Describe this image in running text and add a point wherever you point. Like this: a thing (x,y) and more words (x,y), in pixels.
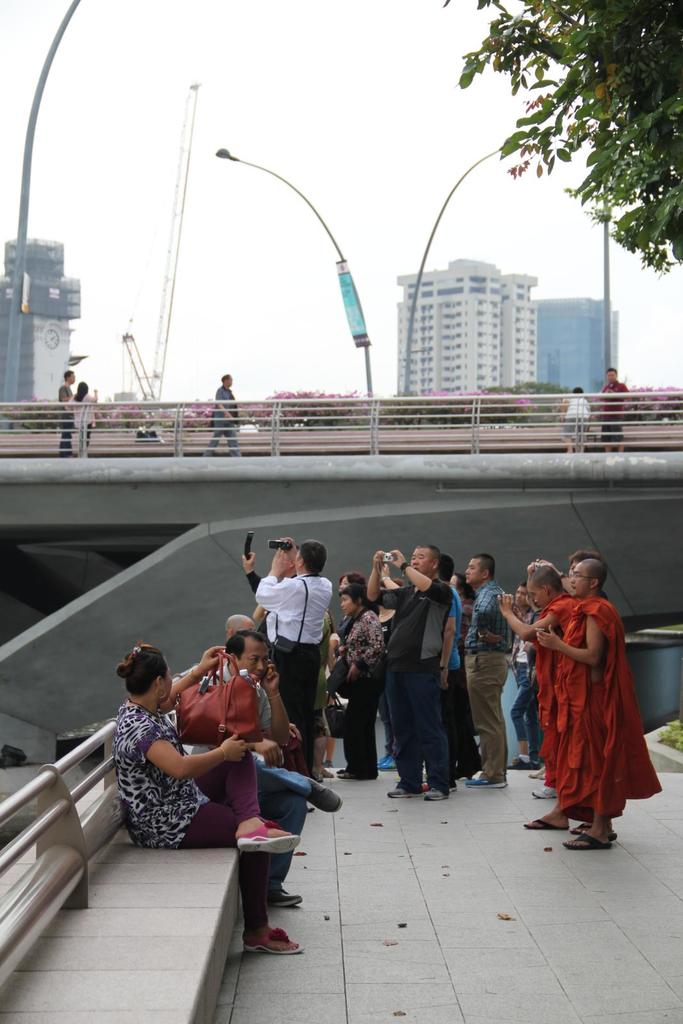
In this image we can see few people (412,691) standing on the ground (483,864), some of them are sitting on the bench (148,863), a person (160,725) is holding a hand bag (250,704), some of them are holding objects (274,549), in the background (374,379) there is a railing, a banner (354,320) to the light pole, few trees (620,170), buildings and the sky (672,333).
